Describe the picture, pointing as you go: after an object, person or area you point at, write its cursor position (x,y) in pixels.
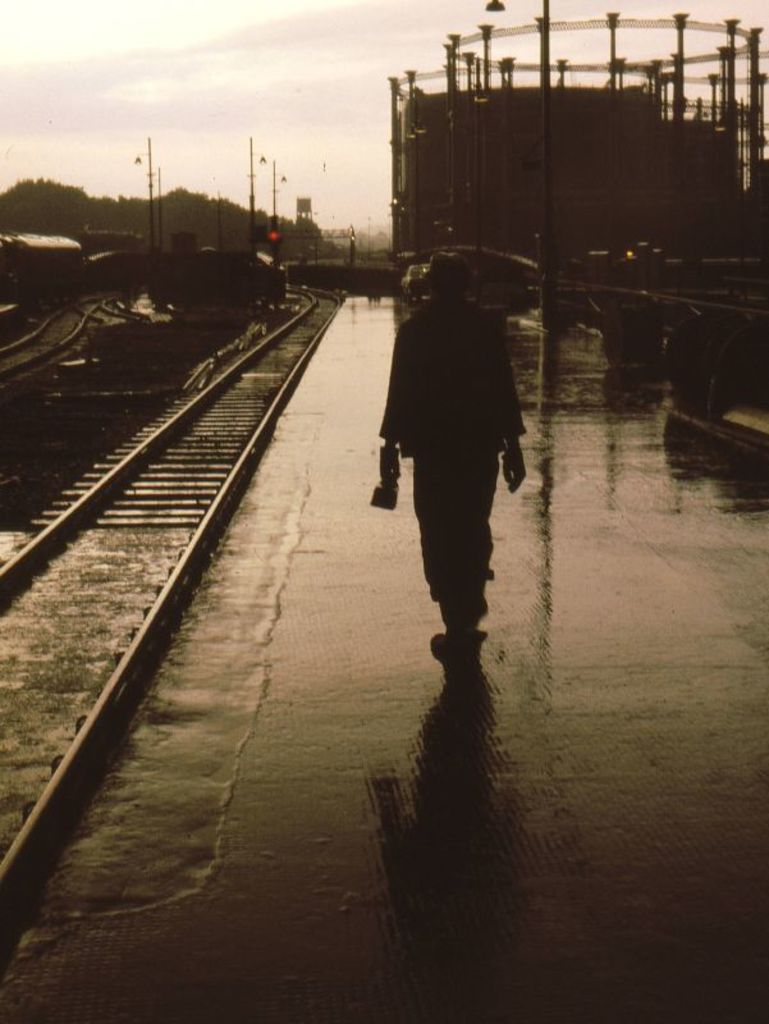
In the middle of the image (313,527) a man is walking on platform (400,761). Behind him there are some poles (254,211) and signals (269,249). In the bottom left corner of the image (5,928) there are some tracks (289,355).
